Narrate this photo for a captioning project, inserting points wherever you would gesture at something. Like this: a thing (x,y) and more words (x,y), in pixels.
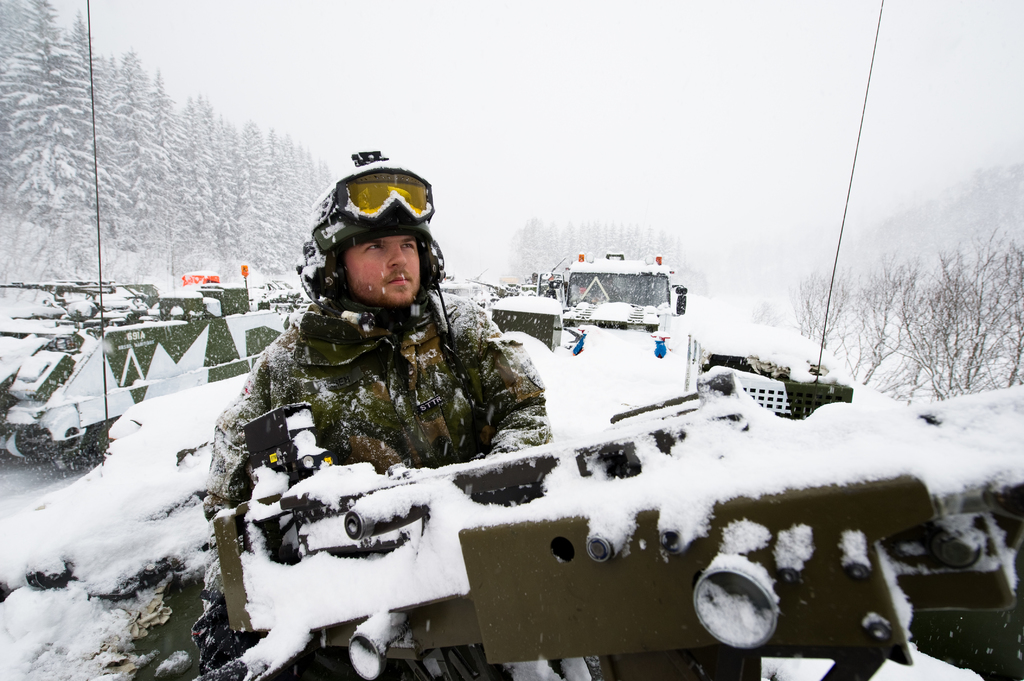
In this picture I can see tanks (145,300) and vehicles (638,301). Here I can see a man (369,374) is wearing a uniform (380,355) and a helmet (366,201). In the background (319,180) I can see trees (245,192), snow (722,397) and the sky (562,214).
